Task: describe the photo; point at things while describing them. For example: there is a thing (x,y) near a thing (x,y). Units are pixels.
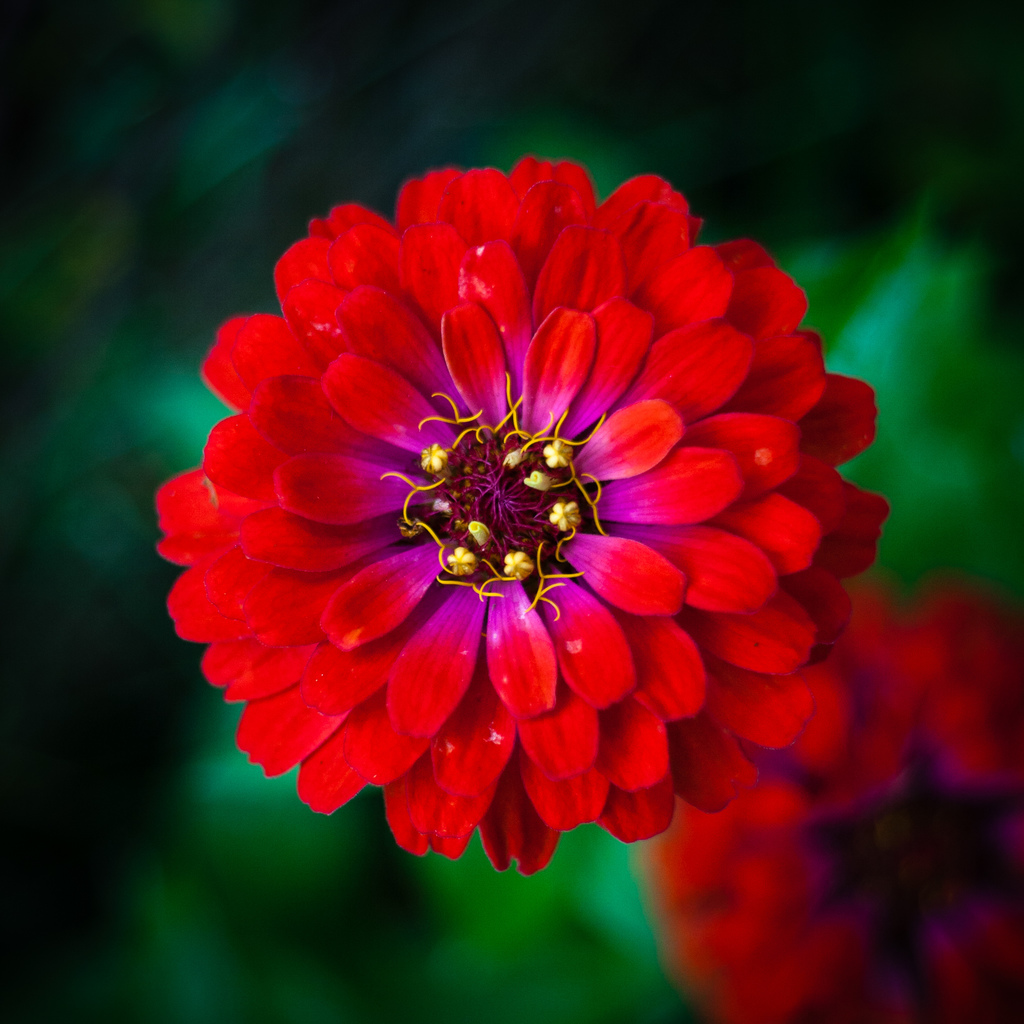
In this image there is a red flower (607,501) in the middle (538,544). There are so many petals (689,480).
